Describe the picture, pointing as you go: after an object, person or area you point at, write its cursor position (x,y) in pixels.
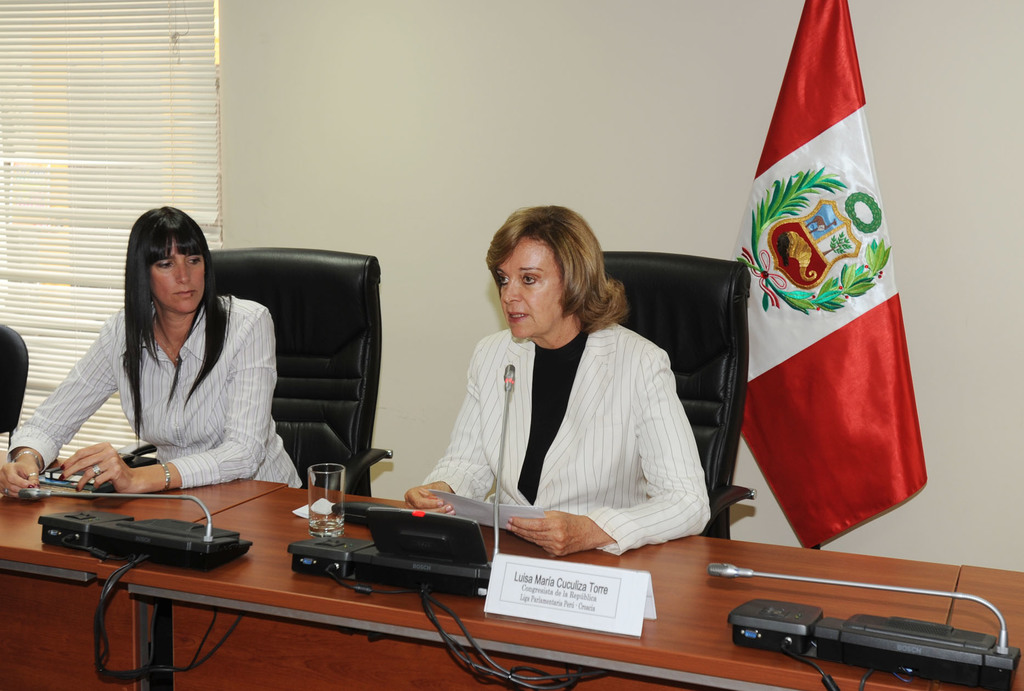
In the center of the image (526,397) we can see two persons (579,440) are sitting on the chairs (363,385). And the right side person (577,467) is holding papers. In front of them, we can see tables (288,621). On the tables (344,597), we can see one glass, black color objects (355,580), one banner (544,598) and a few other objects (492,559). In the background (418,240) there is a wall (295,220), window blind (90,161), flag (814,208) and chair (683,348).
